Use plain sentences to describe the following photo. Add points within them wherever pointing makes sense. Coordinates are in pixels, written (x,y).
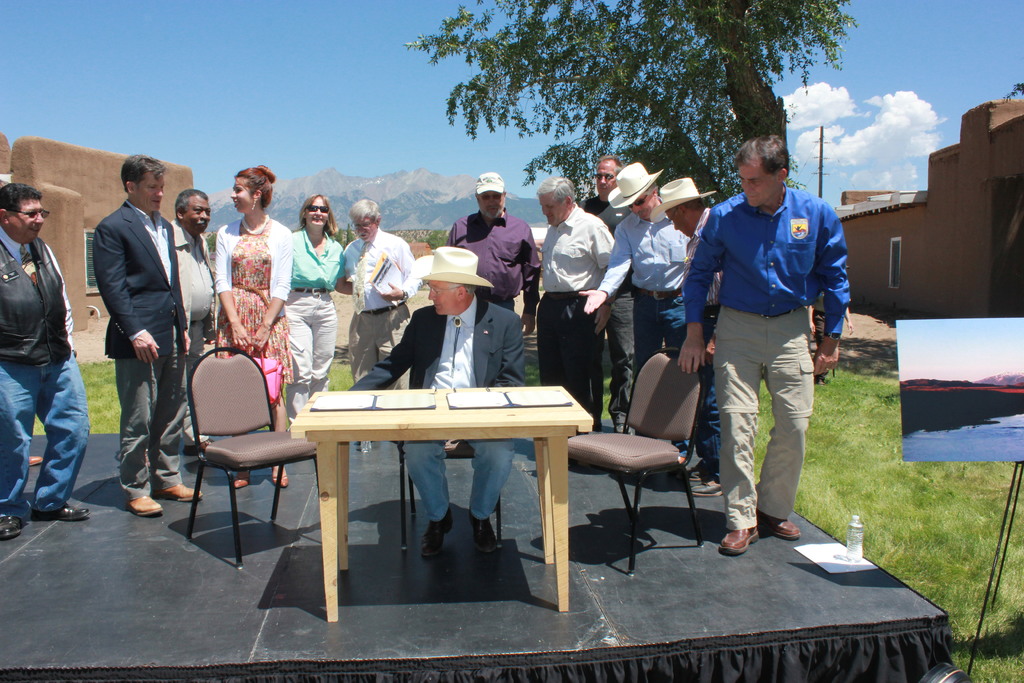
This image is clicked outside. There is a tree (761,106) on the right side (763,89). There is a sky (357,63) on the top (396,155). There is building (871,229) on the right side (936,250). There is a table (563,420) in the middle (605,443) and chairs (677,435) too. On the table (439,432) there is a book (414,399) and the people (785,161) are standing around the table (354,434). A man (468,346) is sitting in the chair (402,490).
